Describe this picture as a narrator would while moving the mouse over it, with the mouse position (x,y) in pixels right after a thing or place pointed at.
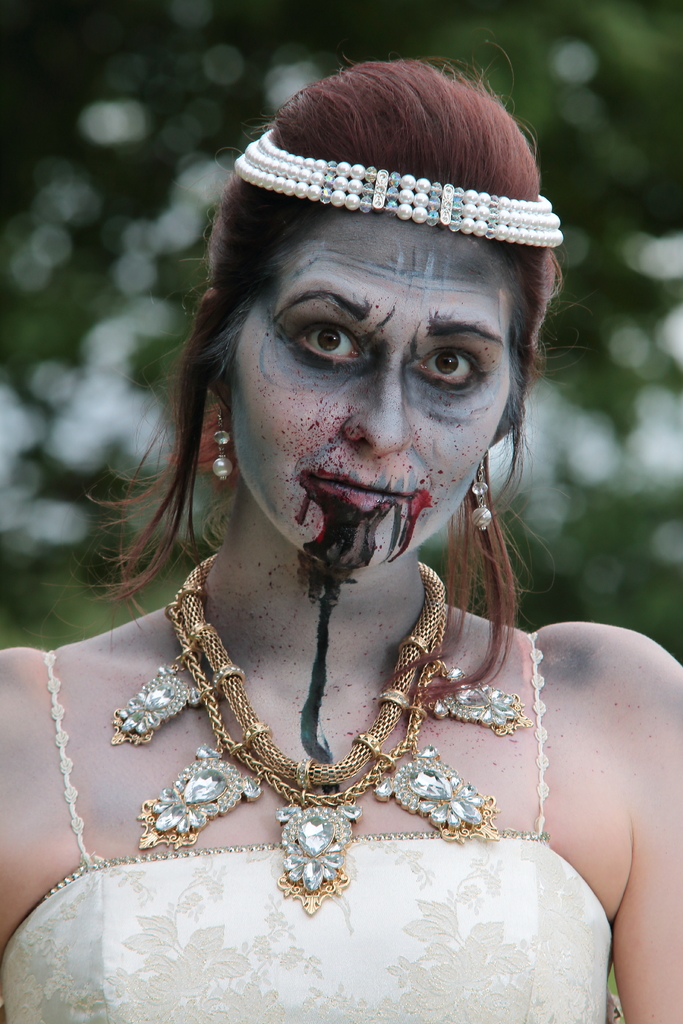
In this image there is one women (325,728) standing and wearing a locket (369,771) as we can see on the bottom of this image (291,769).
